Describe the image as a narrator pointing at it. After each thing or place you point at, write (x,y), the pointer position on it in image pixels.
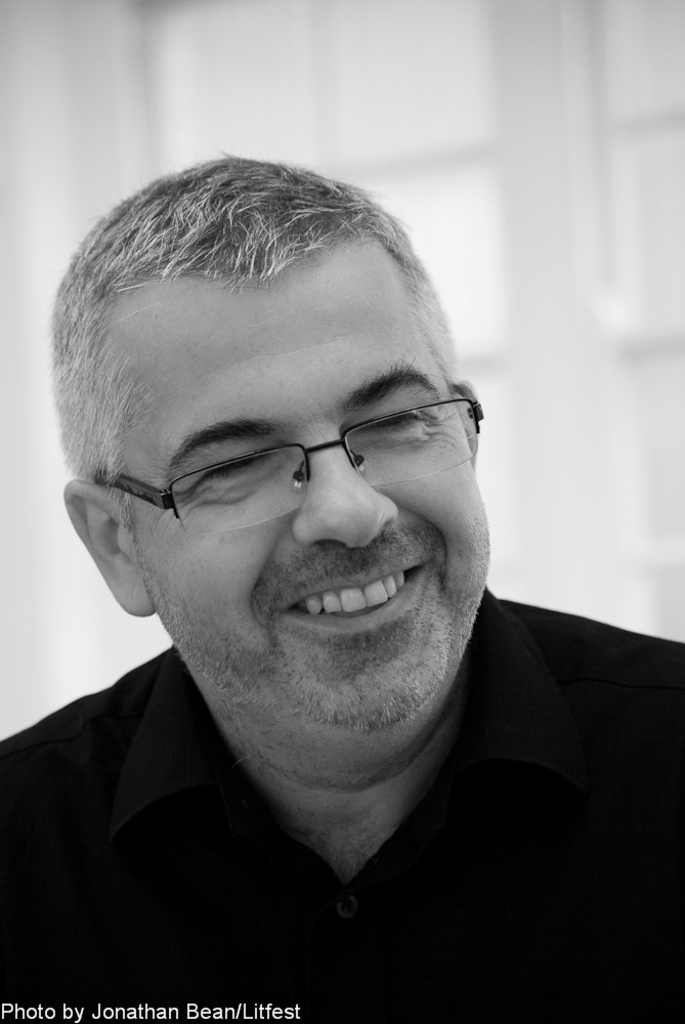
In this image there is a person (391,523) with a smile (316,597) on his face (461,655), behind him there is like a door (540,406).
